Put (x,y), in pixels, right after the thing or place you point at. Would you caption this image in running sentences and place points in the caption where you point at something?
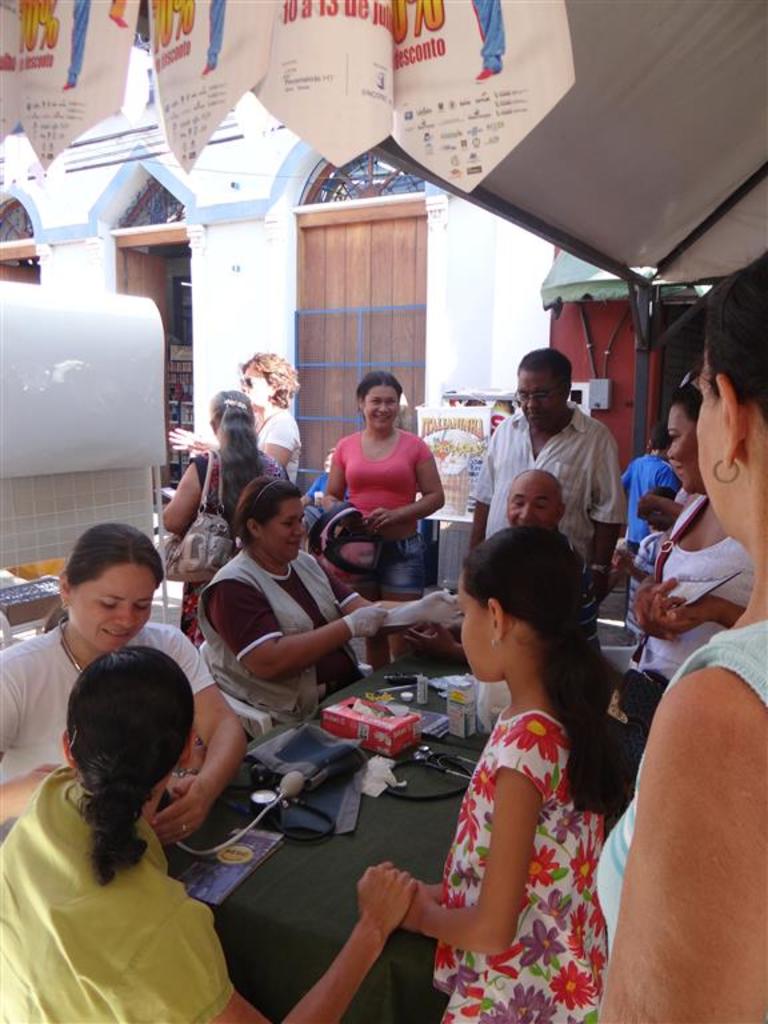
The 2 ladies (41,645) are sitting on the chairs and giving the treatment to the people (79,723).
